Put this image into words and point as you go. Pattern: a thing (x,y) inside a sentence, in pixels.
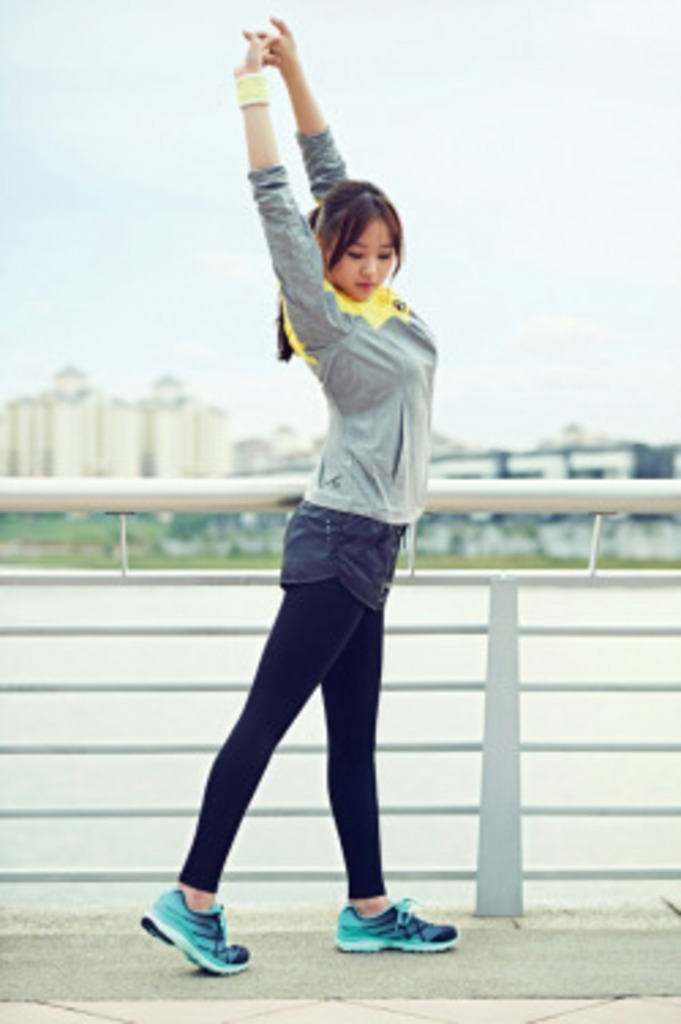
In this image I can see there is a person (357,820) standing on the ground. And there is a fence (13,573) behind her. And at the back (536,530) there is a grass (64,527) and buildings (110,448). And at the top (342,133) there is a sky (518,117).
